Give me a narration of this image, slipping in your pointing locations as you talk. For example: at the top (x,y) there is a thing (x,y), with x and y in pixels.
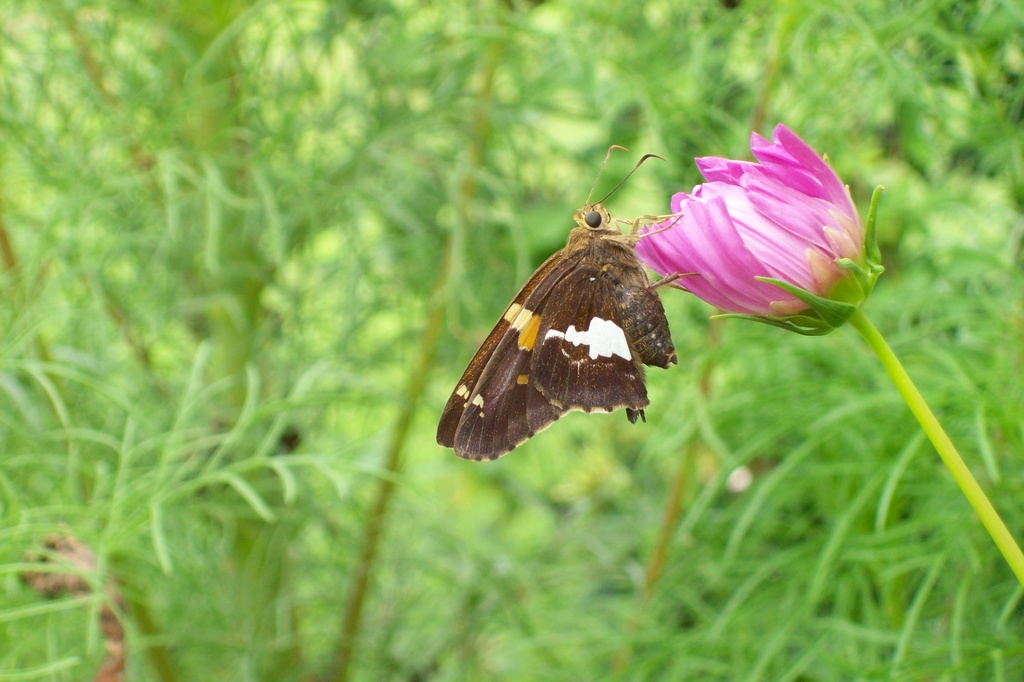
In the picture we can see a group of plants (702,543) with a flower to the stem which is pink in color and on it we can see a butterfly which is brown in color.
